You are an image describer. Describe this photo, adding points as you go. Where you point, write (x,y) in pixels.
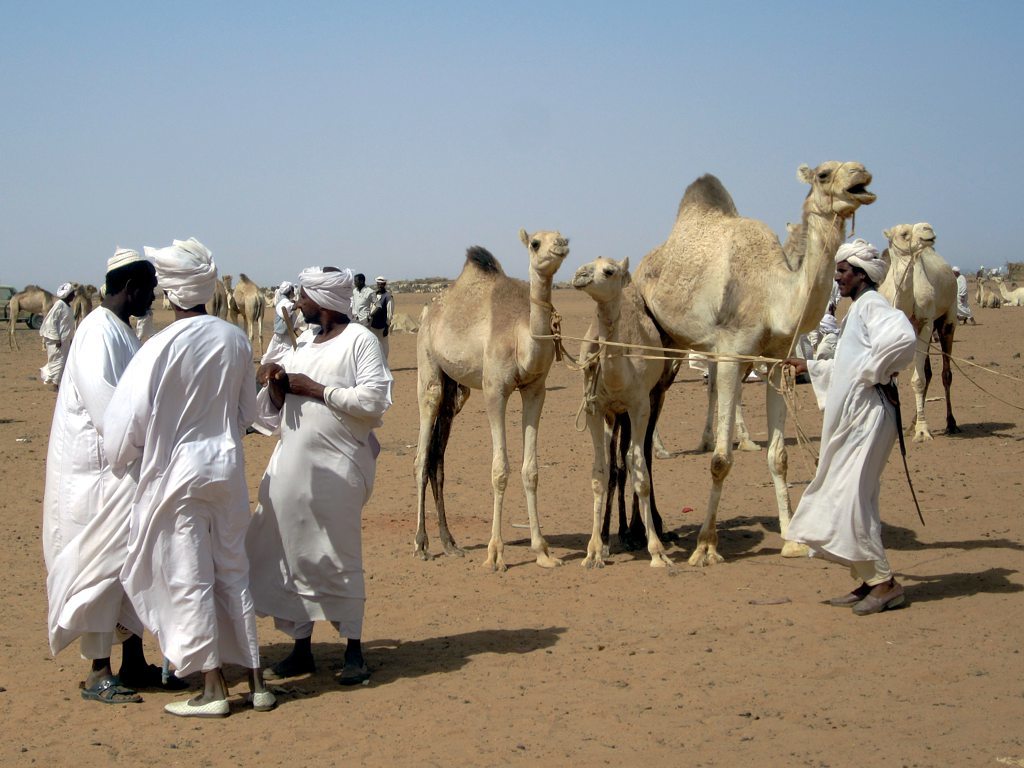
In this image there are some persons (240,433) standing on the left side of this image (223,442) is wearing white color dress (331,367) and there are some other persons (829,376) on the right side of this image (829,376) and there are some camels (726,274) on the right side of this image (779,305) and on the left side of this image (74,306) as well. there is a ground (529,603) in the bottom of this image (501,684) and there is a sky (394,158) on the top of this image (413,116).
